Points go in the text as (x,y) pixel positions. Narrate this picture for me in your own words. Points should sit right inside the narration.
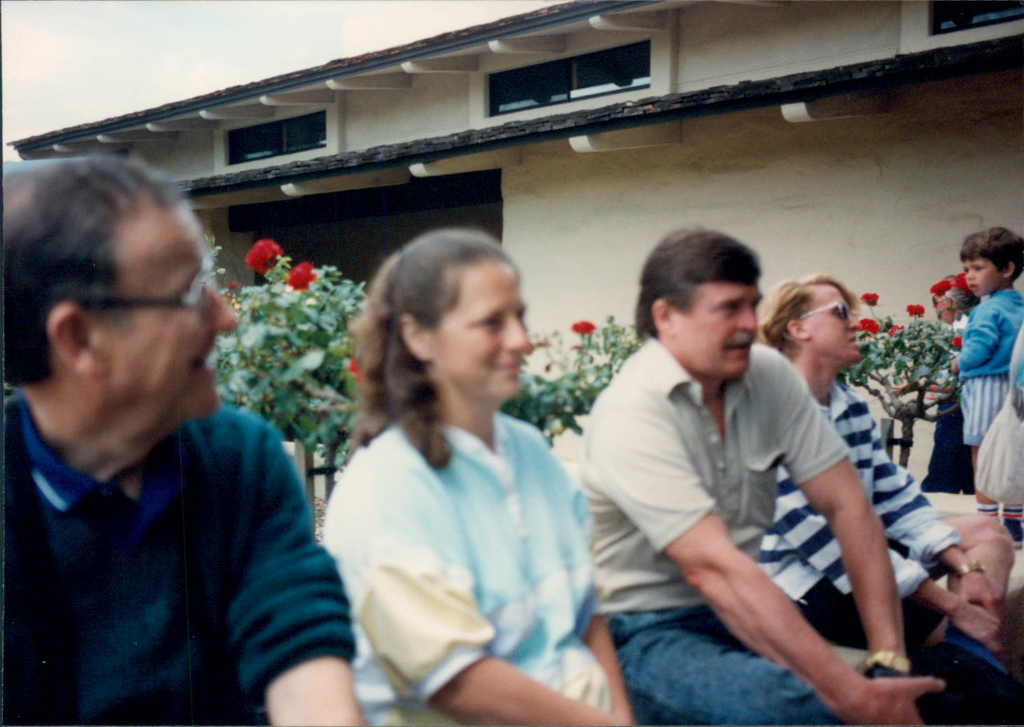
In this image we can see people (137,223) are sitting one after the other and on the right side (985,249) there is a child (1001,260) standing.
